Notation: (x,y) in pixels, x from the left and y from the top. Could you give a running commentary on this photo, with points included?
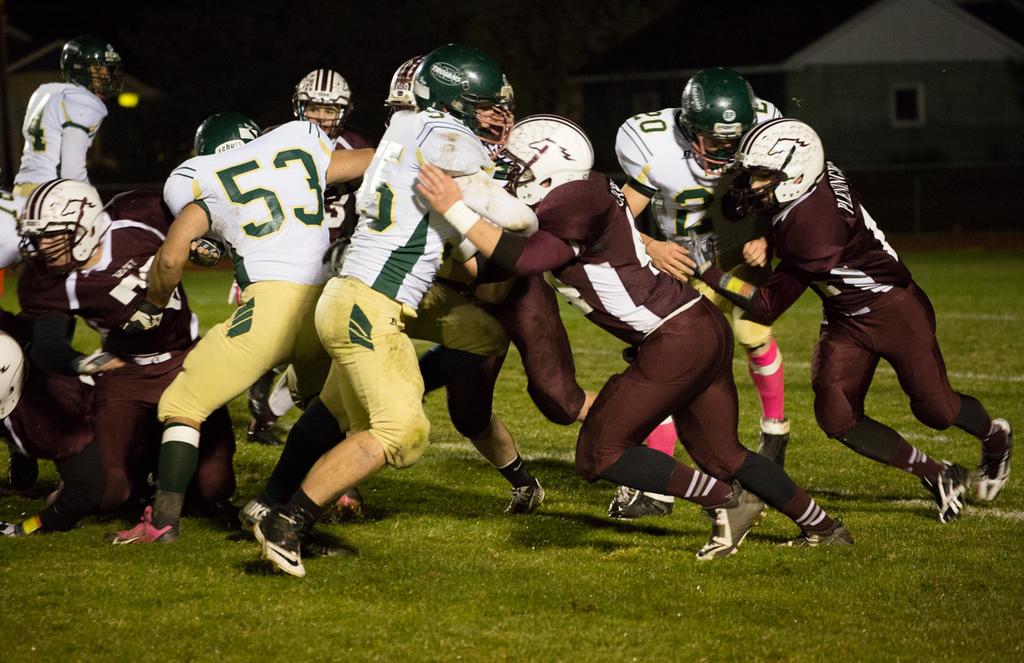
In this image there are group of people (563,255) who are wearing helmets (59,221), and it seems that they are playing something. At the bottom (254,479) there is grass (839,479), and in the background (812,54) there are buildings (985,141).
